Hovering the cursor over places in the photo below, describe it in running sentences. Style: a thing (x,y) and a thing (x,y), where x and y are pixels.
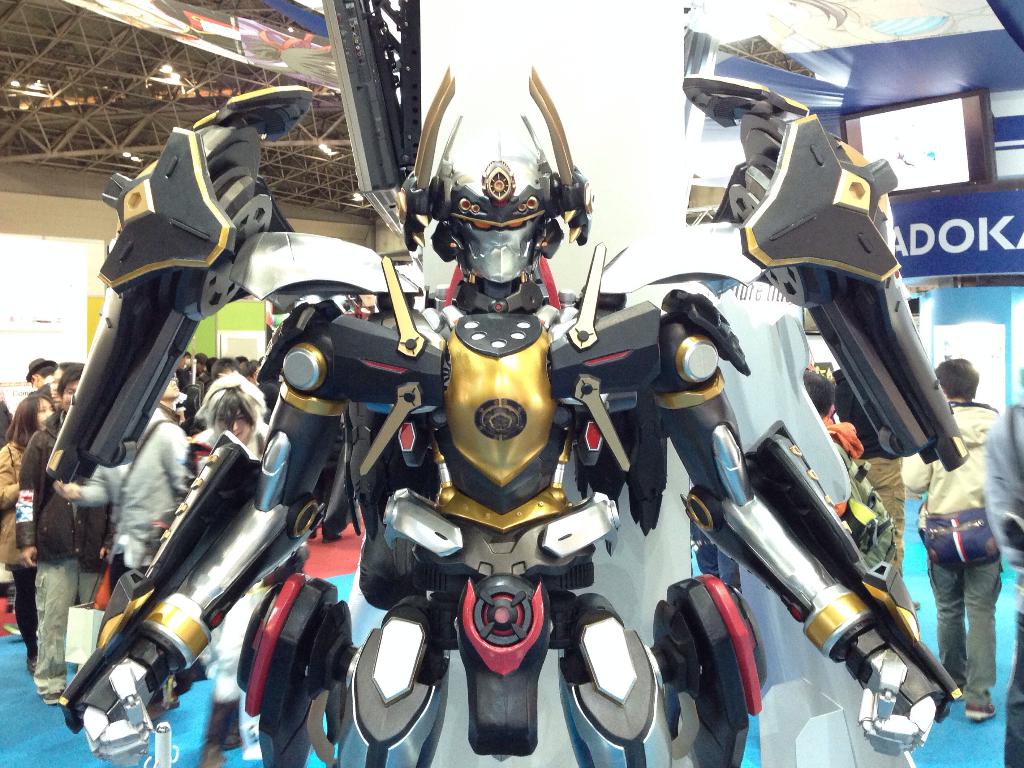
In this image we can see a robot (516,533). There are many people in the image. There are many lights (163,84) in the image. There is a television (908,157) in the image. There is an advertising board (991,235) in the image.
